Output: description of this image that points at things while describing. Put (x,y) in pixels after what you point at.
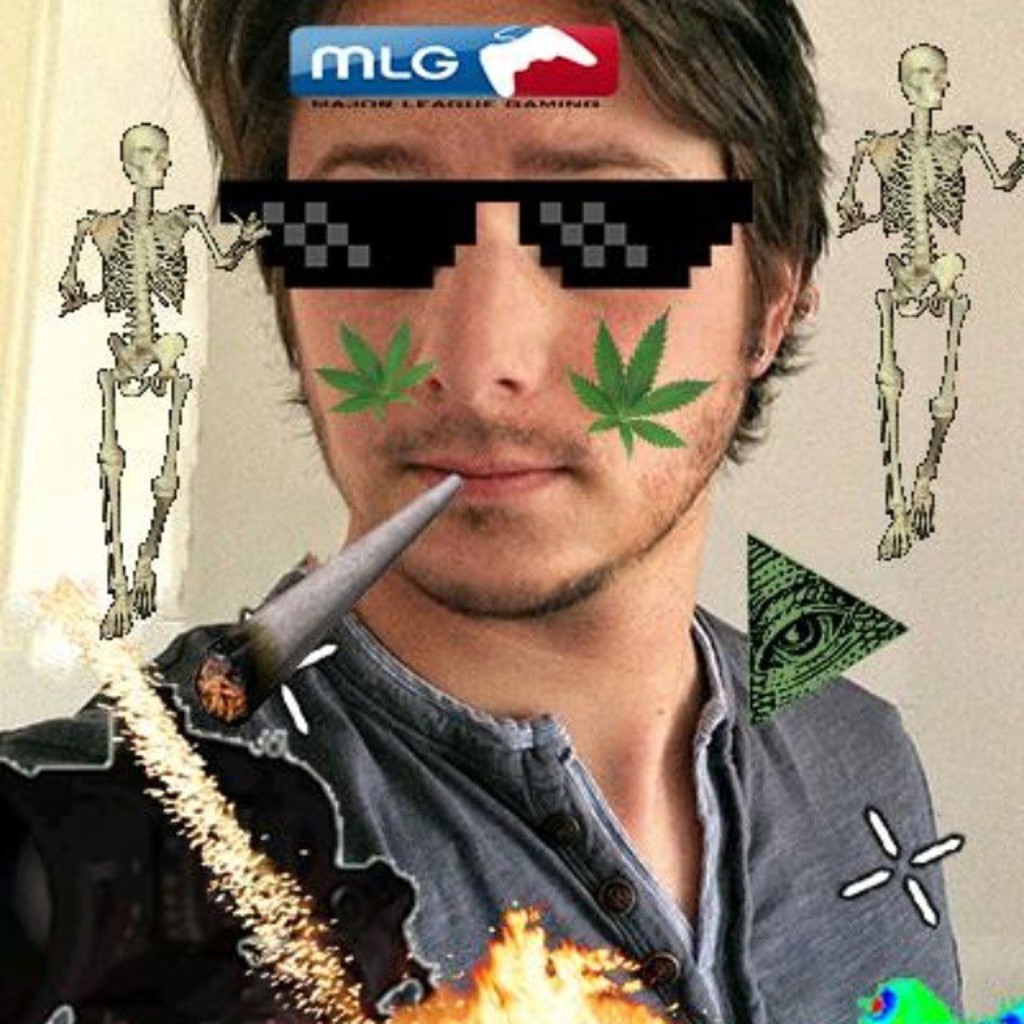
Here in this picture we can see a persons face (489,174) and it is edited with cigarette (383,562), goggles (487,190), skeletons (169,233) and leaves (348,341) on him here and there.
